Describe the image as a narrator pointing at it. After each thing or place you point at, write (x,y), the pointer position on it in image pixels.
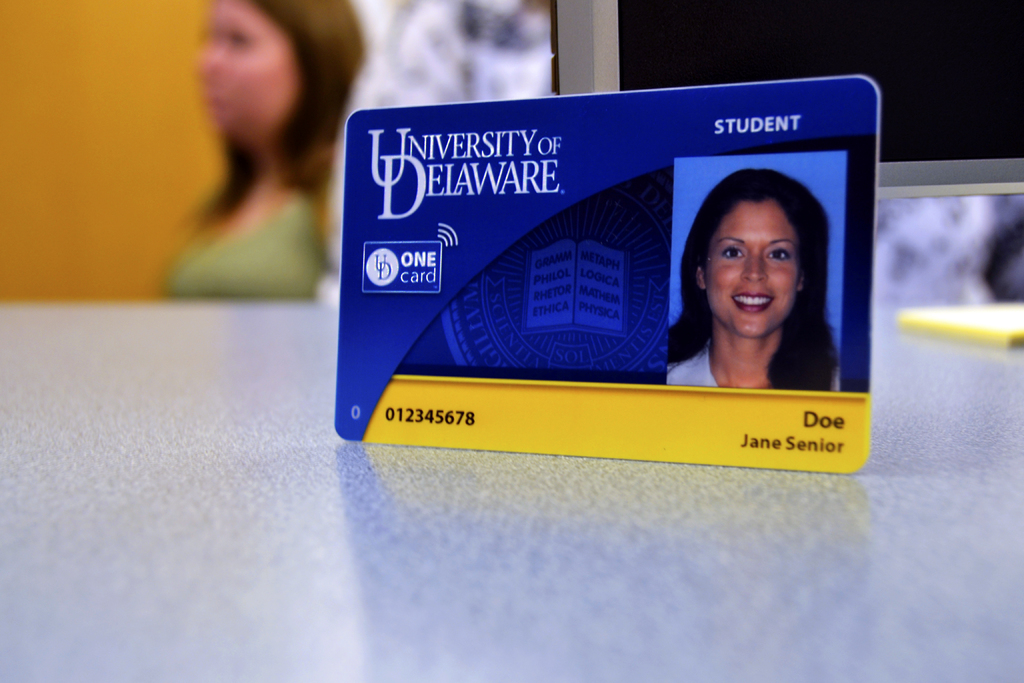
In this image we can see an id card (395,442) placed on the table (690,477). On the right (1004,308) there is an object (992,311). In the background (243,199) there is a person (246,204) and a wall (48,214).
